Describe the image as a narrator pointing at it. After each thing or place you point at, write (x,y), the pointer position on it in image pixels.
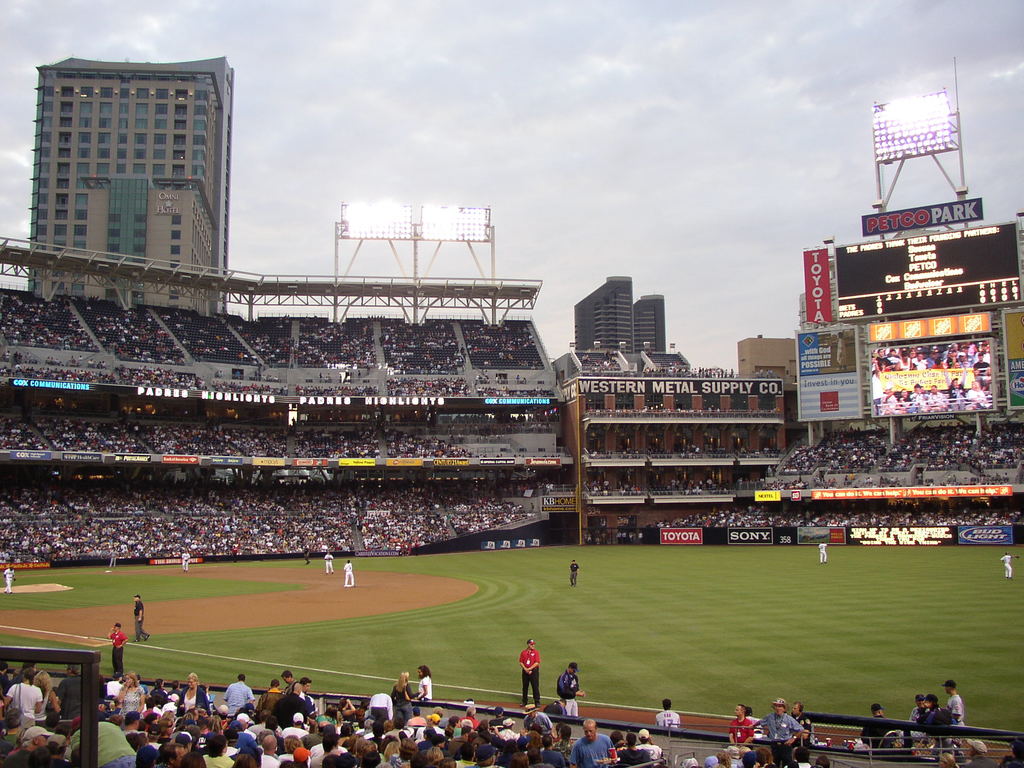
In this picture we can see group of people (307,708), few are seated, few are standing and few are playing game in the ground (560,631), in the background (729,531) we can see few metal rods (66,273), lights (428,226), hoardings (929,208), screen (872,313) and buildings (632,319).
